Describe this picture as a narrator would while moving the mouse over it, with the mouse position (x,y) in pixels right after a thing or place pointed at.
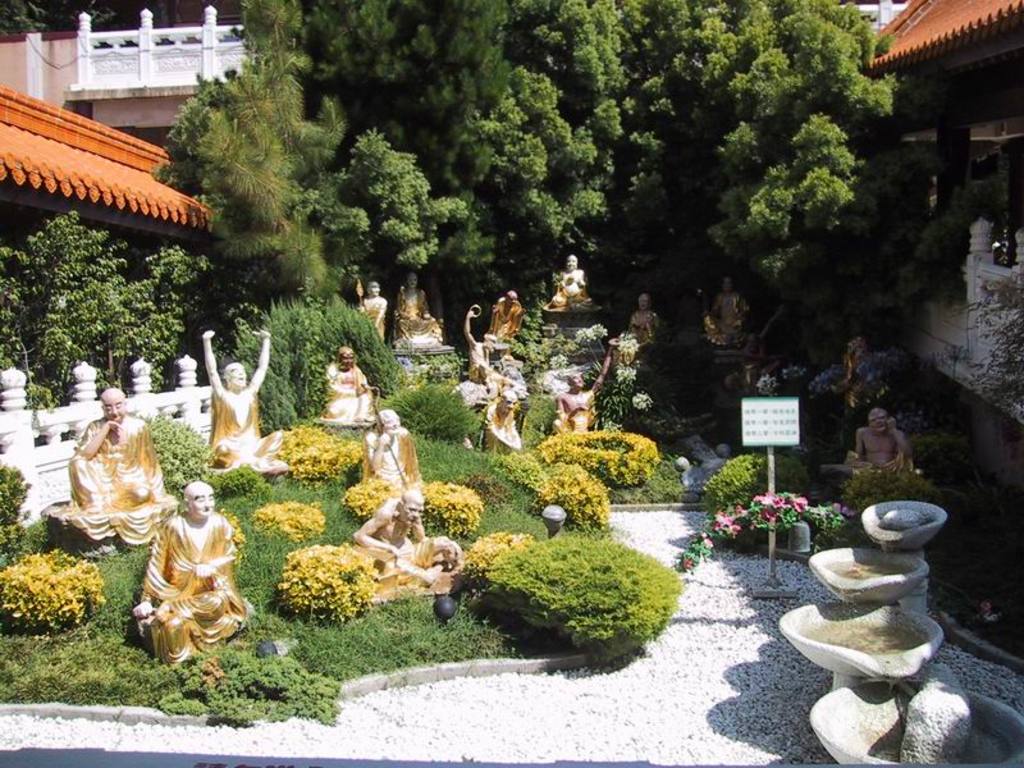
In this image we can see some statues (410,485), grass (88,665), small plants (602,572), trees (710,248), stones (693,611) and buildings (104,203) are there.
